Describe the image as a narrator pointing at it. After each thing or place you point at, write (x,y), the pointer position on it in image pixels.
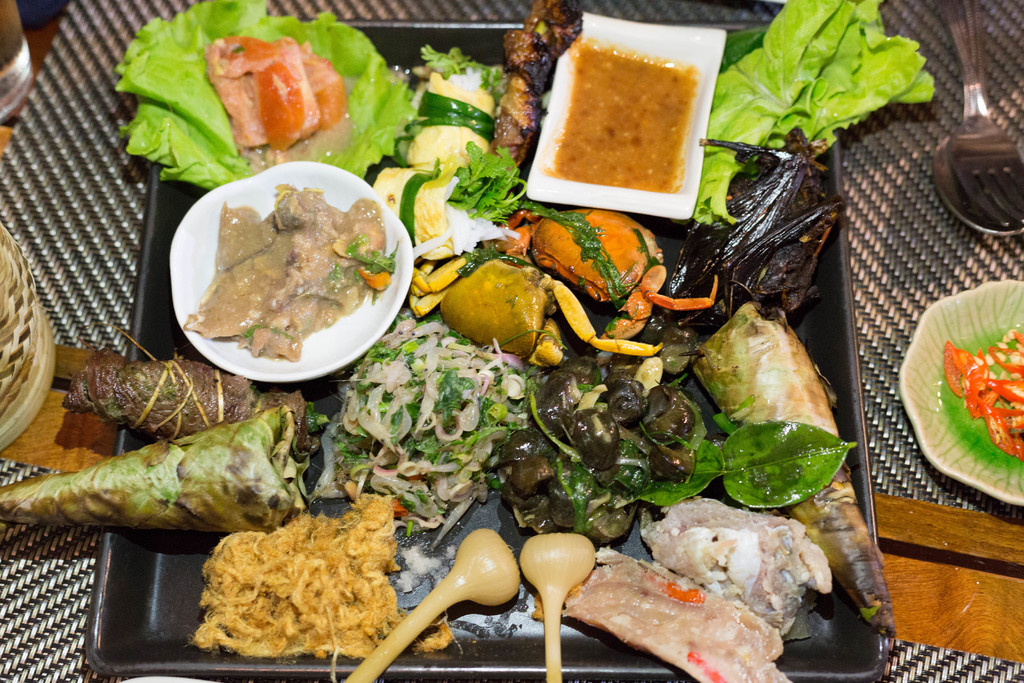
In the picture we can see some food item (352,245) which is in tray (309,397) and we can see spoon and fork (999,172) which is on table (921,149).
